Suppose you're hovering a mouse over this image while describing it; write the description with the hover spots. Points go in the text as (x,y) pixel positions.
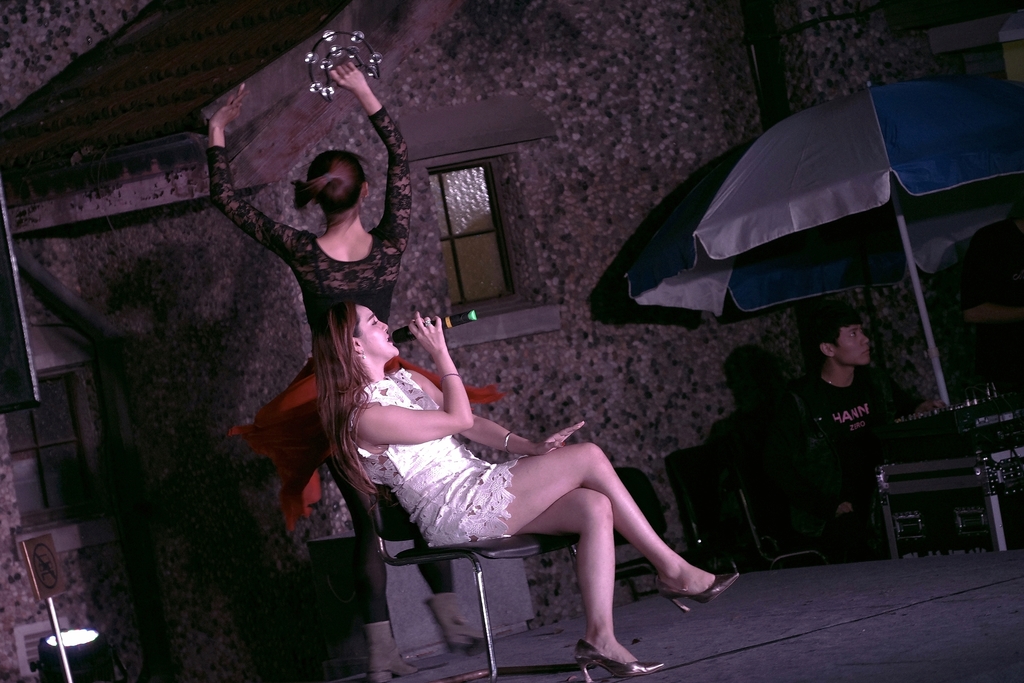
This image is taken outdoors. At the bottom of the image (755,635) there is a floor (810,599). In the background (426,247) there is a wall (533,203) with a window (482,212). On the right side of the image (695,294) a boy (855,447) is sitting and there is an umbrella (844,134) and a music player (933,445). In the middle of the image (360,335) a girl (449,470) is sitting on the chair (440,552) and singing and another girl (339,177) is dancing. On the left side of the image (82,659) there is a signboard (48,569) and a lamp (89,648).
